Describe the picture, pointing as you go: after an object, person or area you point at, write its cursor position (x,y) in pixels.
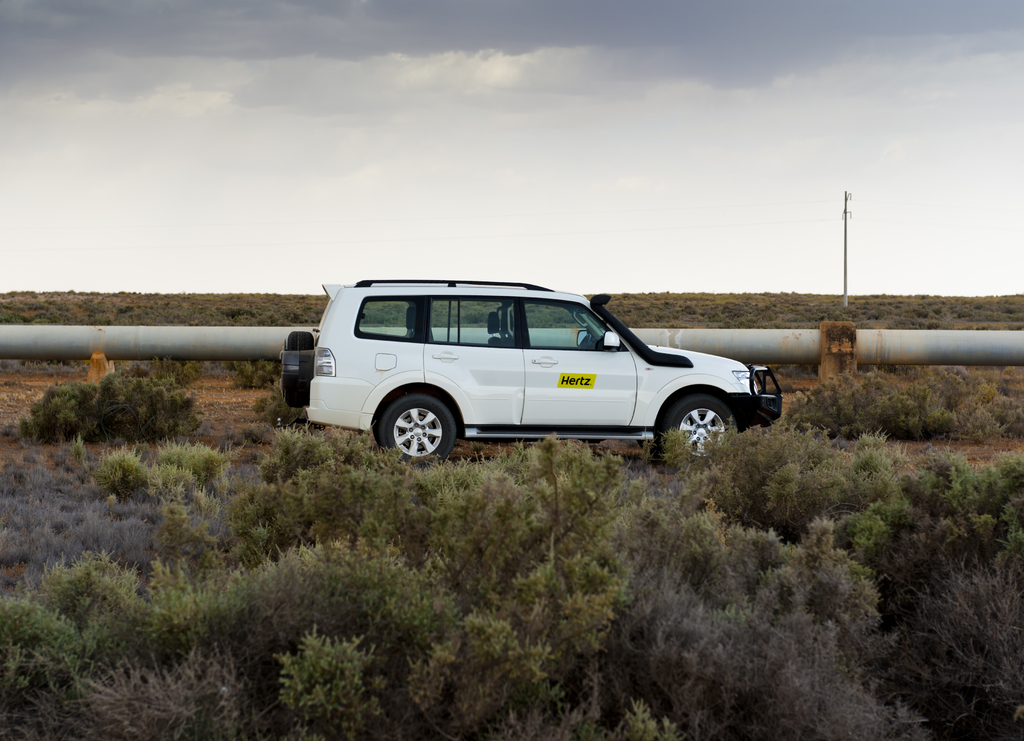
In this image I can see there is a car (461,391). And there are trees (206,318) and a pipeline (900,357). And at the top (842,242) there is a sky (792,228).
